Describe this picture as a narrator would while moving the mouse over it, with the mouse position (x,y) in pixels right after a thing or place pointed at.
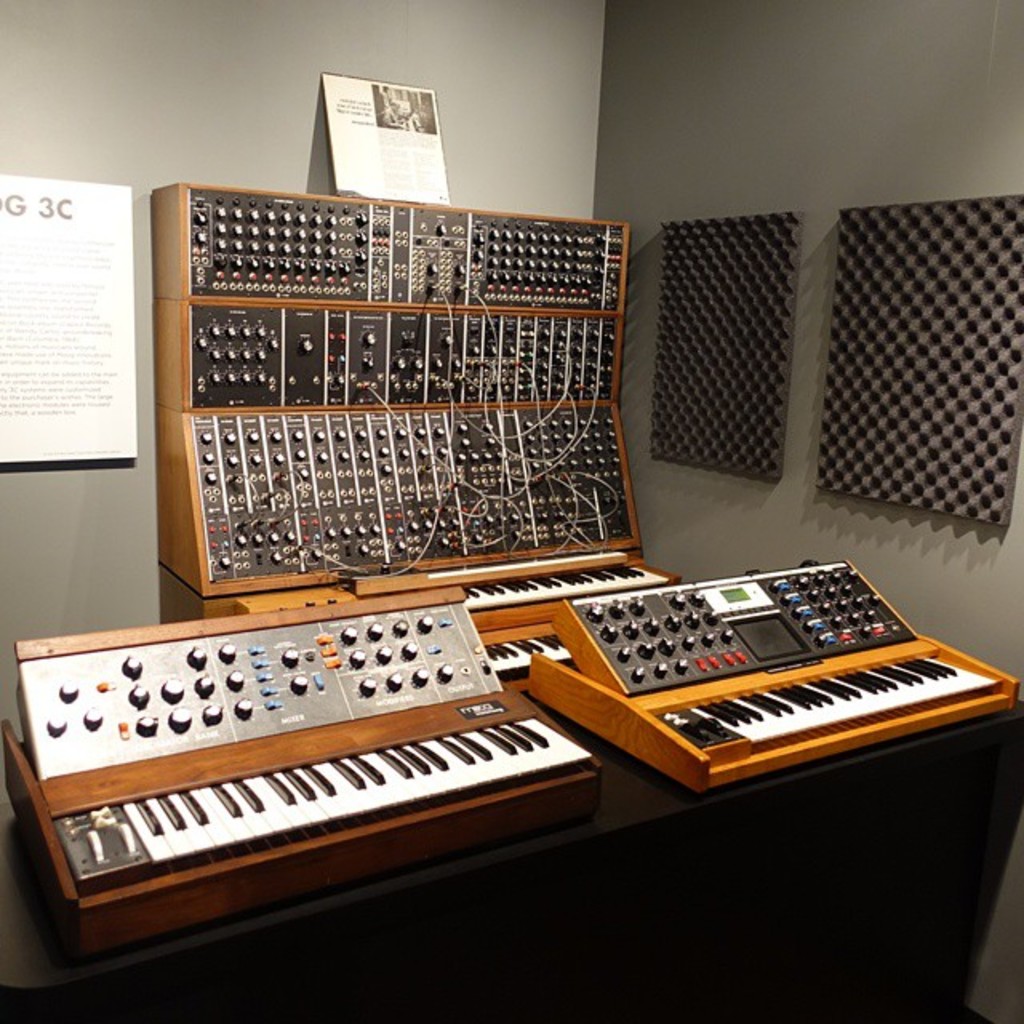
In this picture we can see keyboards (305,770), musical instruments (321,430) and wall posters (82,301) in a room (98,489).
